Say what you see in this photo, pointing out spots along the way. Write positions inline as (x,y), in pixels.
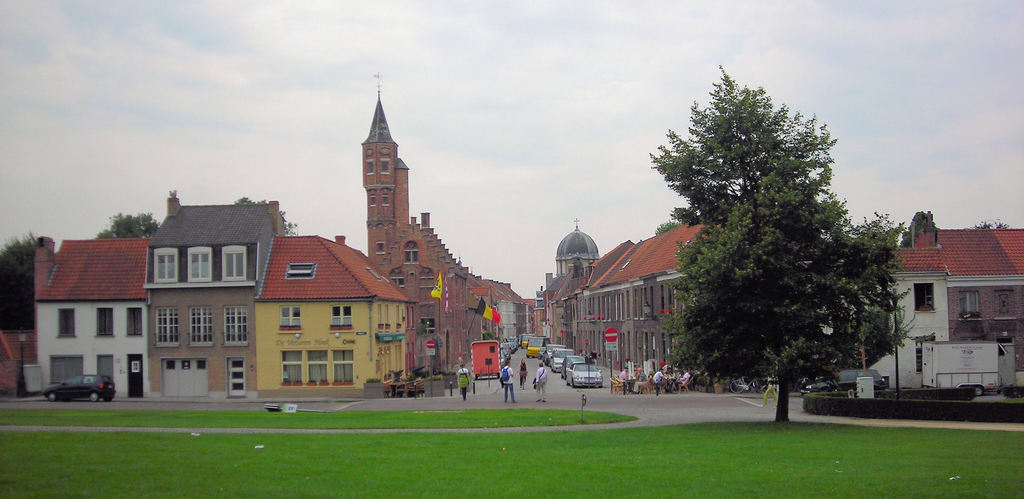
In this image there is grassland (766,458) and a tree (786,292), in the background (721,400) there is a road (696,406), on that there are cars (567,358) and people (544,382) and there are houses (563,313) and the sky (487,102).
